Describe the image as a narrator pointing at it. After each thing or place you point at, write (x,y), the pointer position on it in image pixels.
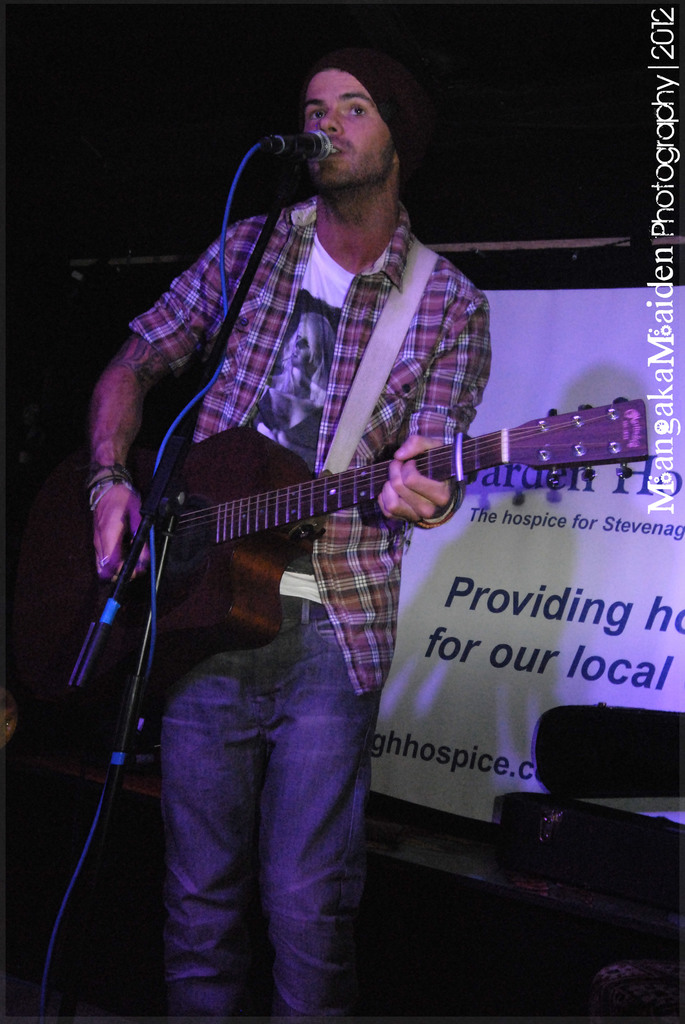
This Picture describe about the boy (431,375) wearing brown and red color check shirt (338,379) standing on the stage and playing the guitar (269,541) and singing in the microphone stand (303,160). Beside we can see the guitar case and a white banner (518,618) behind him.
